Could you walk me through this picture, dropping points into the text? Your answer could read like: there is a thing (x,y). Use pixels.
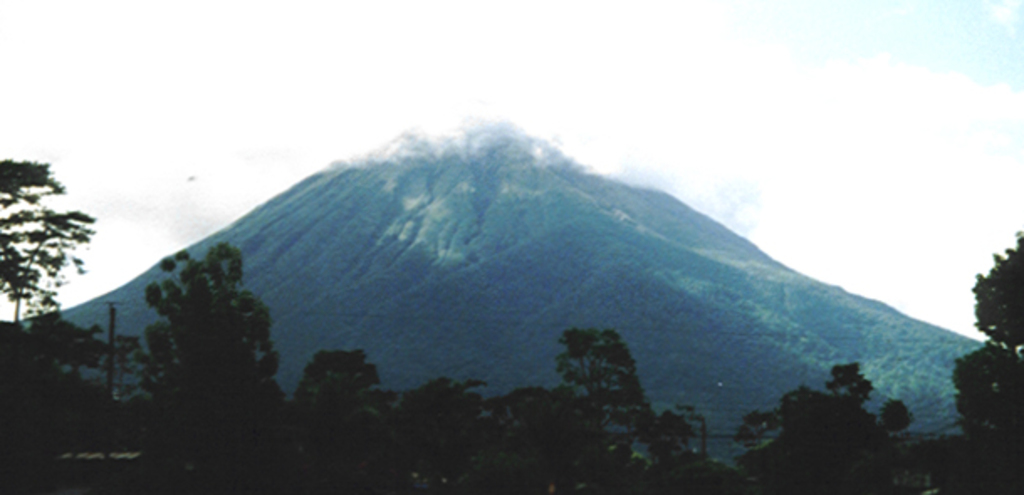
In the picture I can see few trees (395,442) and a mountain (514,209) in the background (548,198).
